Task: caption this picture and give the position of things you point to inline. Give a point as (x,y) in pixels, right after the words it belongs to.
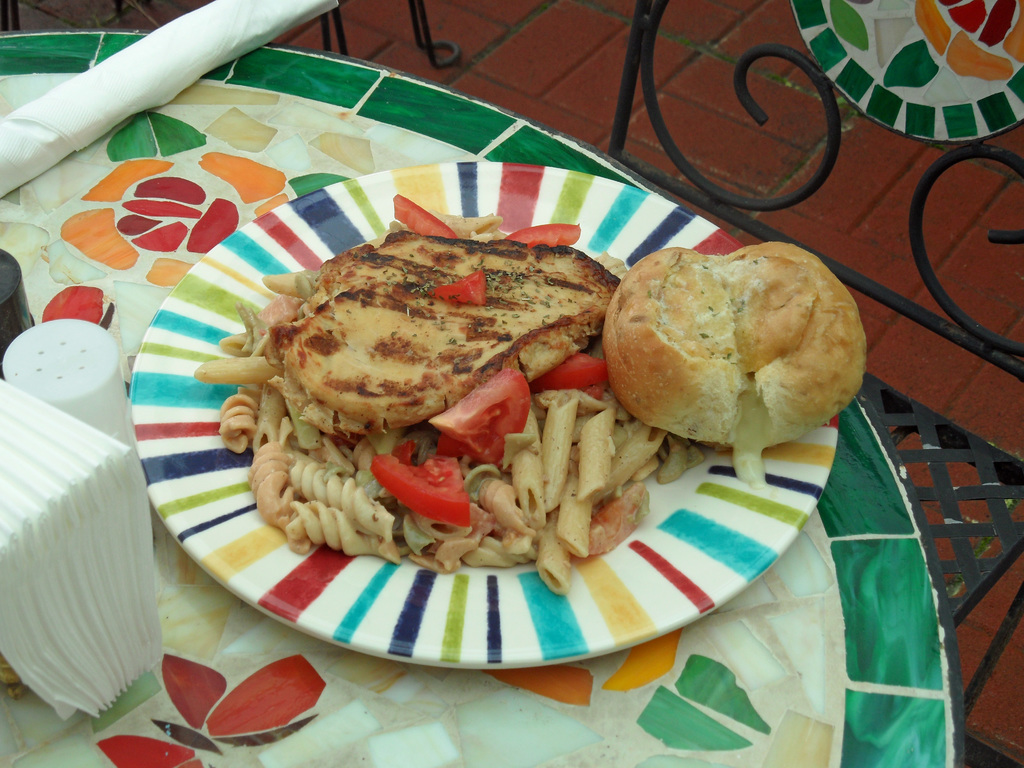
In this image there is a table (782,700), on that table (822,610) there is a plate (192,472), in that plate (202,443) there is a food item (264,346), beside the plate (167,511) there are tissues (83,580) and a bottle (41,377) and a roll (197,74), beside the table (875,507) there are chairs (421,15), in the background (781,144) there is a pavement (604,63).
